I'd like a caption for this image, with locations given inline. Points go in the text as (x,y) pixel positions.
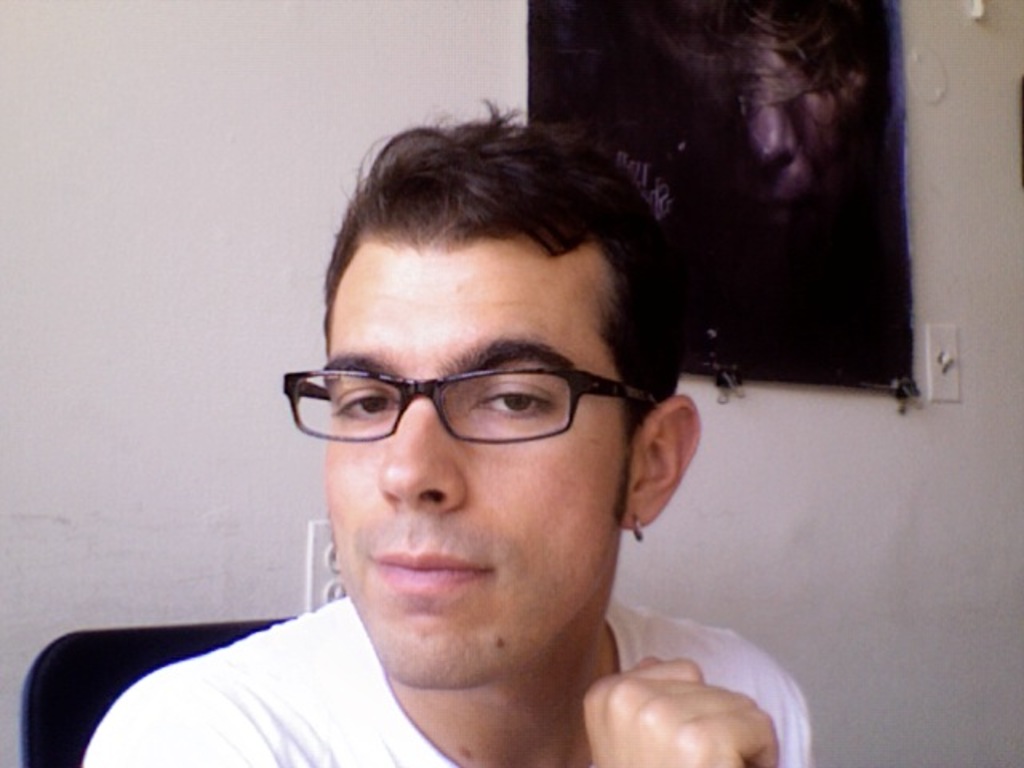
In this picture there is a boy (358,294) in the center of the image (506,345) and there is a portrait (689,154) on the right side of the image (888,130).
